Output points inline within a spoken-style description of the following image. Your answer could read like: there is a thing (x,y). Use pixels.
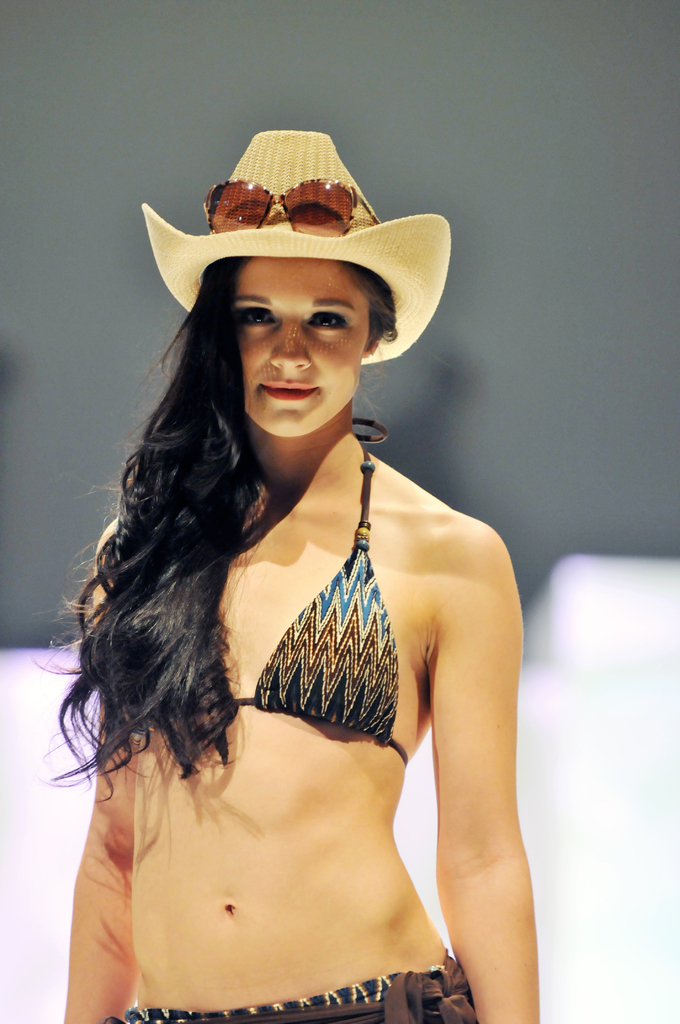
In this picture we can see a woman (263,349) wearing a hat (233,250) and goggles (265,196) on her head (273,297). Background (169,202) is blurry.
